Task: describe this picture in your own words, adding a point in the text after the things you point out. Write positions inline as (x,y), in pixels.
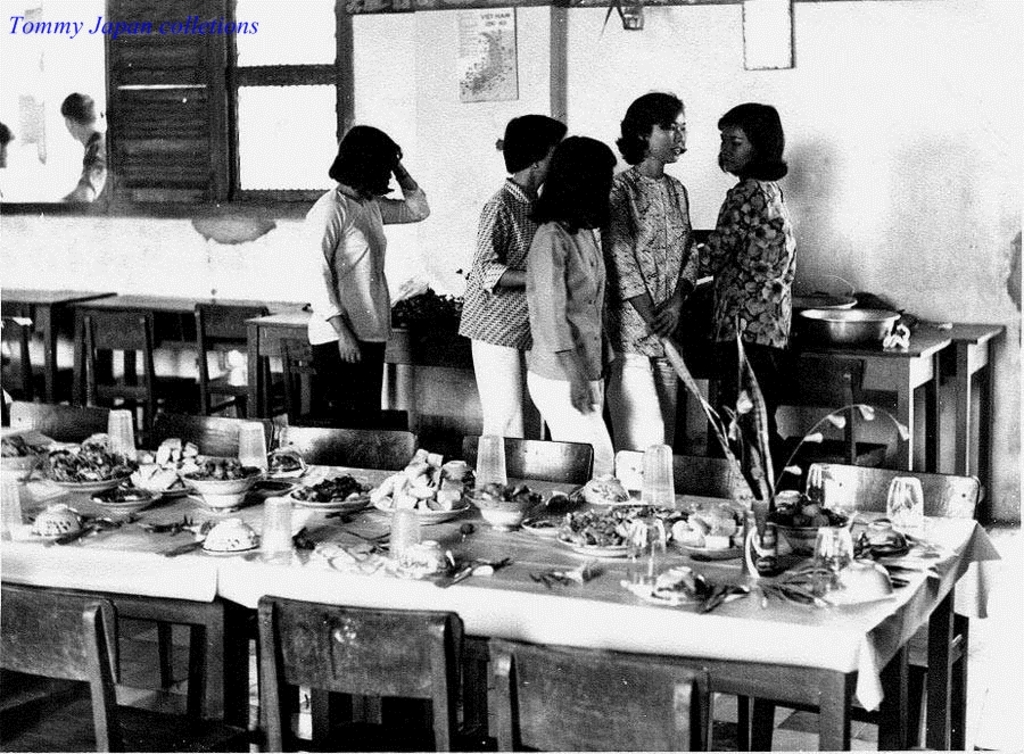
There is a group of people (623,414). There is a table (206,561). There is a glass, plate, bowl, fruits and food items (421,485) on a table (522,540). We can see in background (706,104) window (265,168), poster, wall (142,271).
